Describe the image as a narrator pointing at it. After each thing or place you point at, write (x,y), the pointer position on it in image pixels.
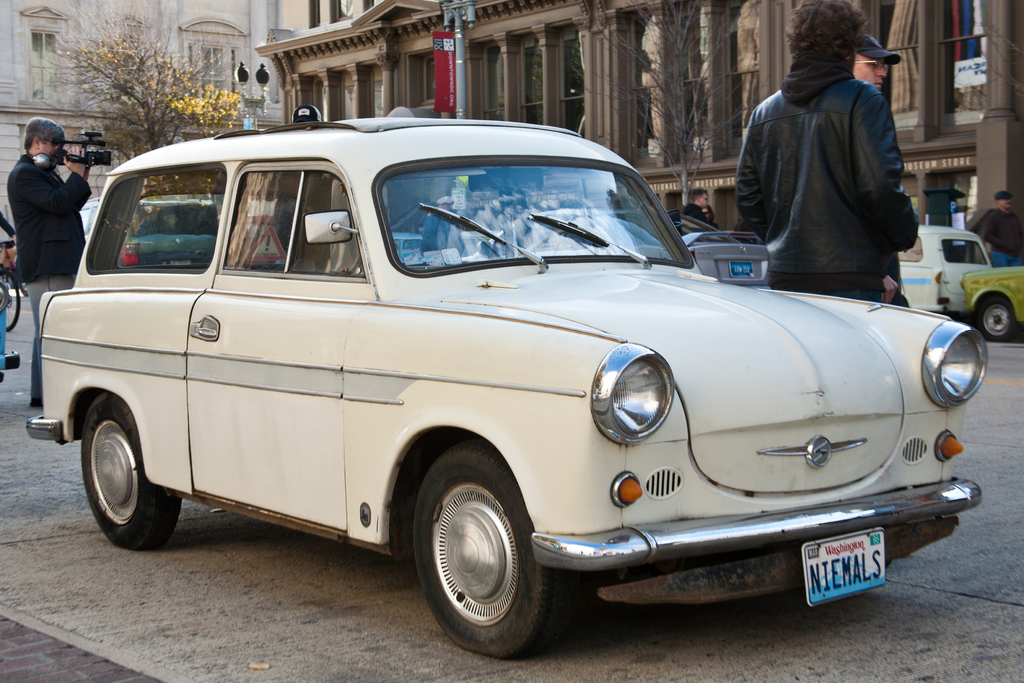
In this image we can see a car (385,432) which is of white color and at the background of the image (155,143) there are some persons (63,230) standing, some trees (144,125) and there are some buildings (99,126).
